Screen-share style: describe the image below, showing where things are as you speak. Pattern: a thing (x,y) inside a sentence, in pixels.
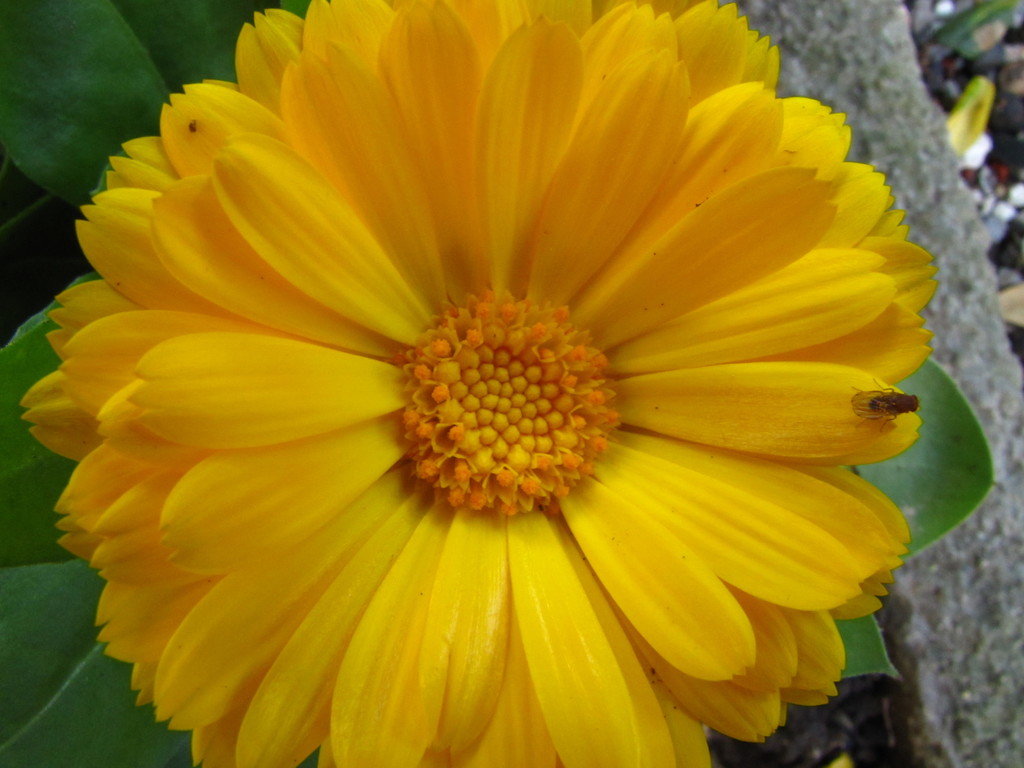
In this image we can see an insect (864,392) on a flower (697,475). We can also see some leaves (967,411) and the rock (934,586).
